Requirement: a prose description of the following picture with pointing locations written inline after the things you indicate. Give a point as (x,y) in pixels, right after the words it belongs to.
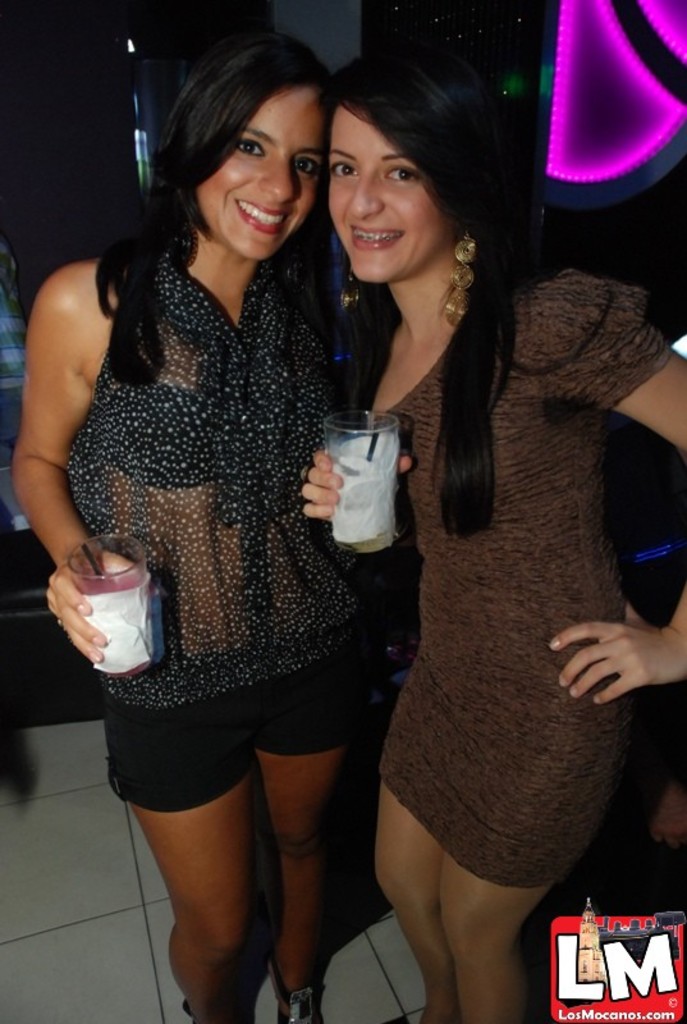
In this image I can see two women (114,692) are standing and holding glasses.
